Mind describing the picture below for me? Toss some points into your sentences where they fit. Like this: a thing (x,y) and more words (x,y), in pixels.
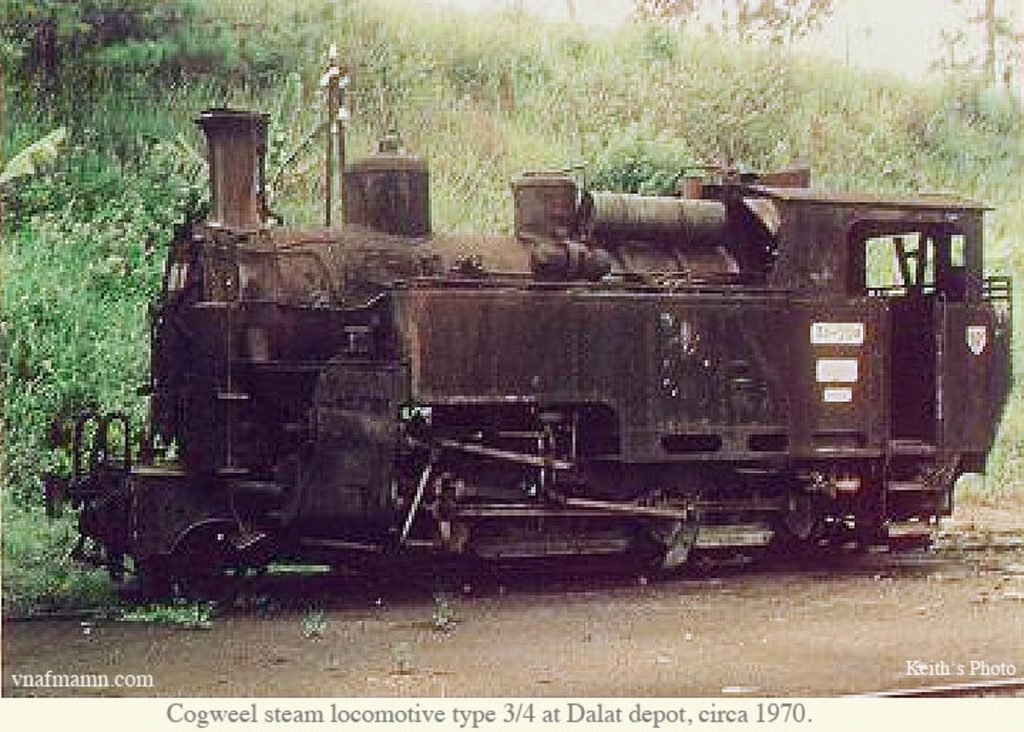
In this image we can see a train engine (706,498) and there are some trees (40,17) and plants (35,140) in the background (16,56).
